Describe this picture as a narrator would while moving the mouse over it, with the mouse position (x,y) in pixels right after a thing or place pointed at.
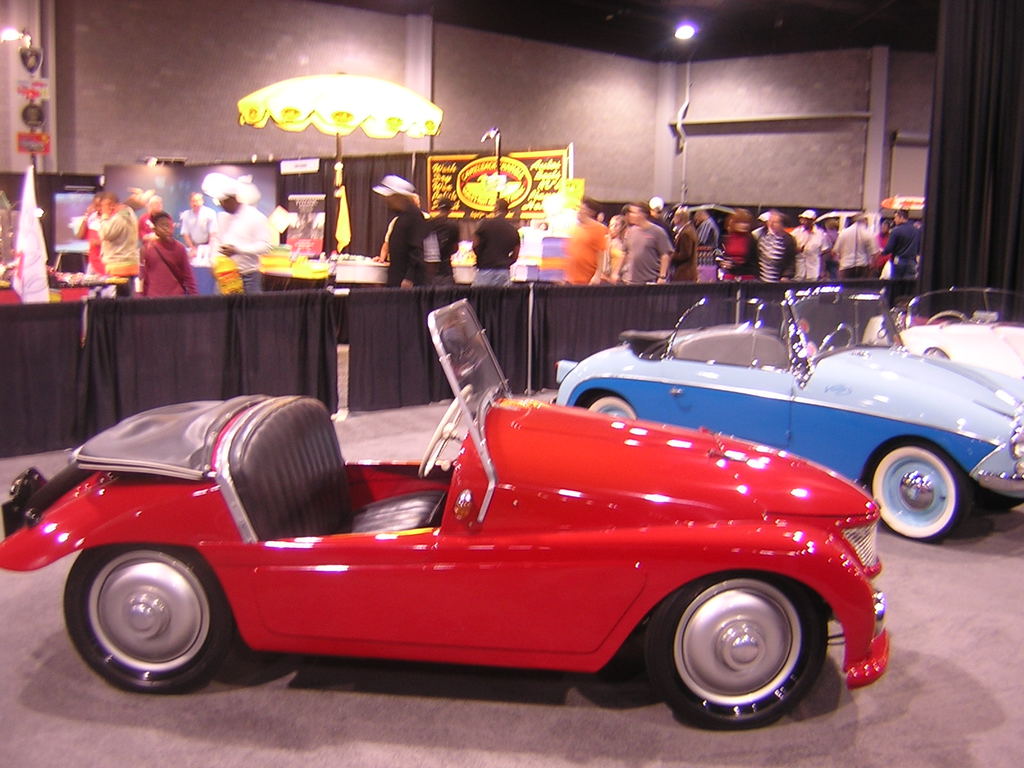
In this image there are vehicles (785,437). In the background (253,365) there are curtains (335,352), parasol (336,185), boards (477,175) and lights (692,25). We can see people (120,265) standing and there is a wall (692,176).
